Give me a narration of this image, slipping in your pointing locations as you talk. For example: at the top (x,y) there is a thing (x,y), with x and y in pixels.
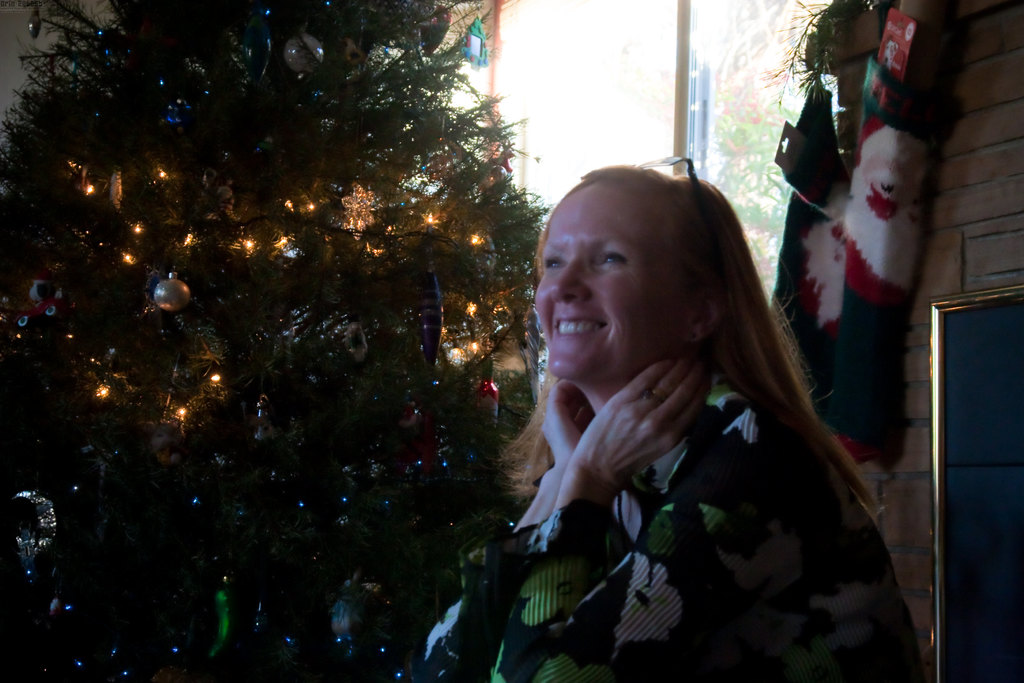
In this image we can see a lady (684,508) standing and smiling. There is an xmas tree (336,308). On the right (948,533) there is a door (951,552) and we can see decors (822,129).
